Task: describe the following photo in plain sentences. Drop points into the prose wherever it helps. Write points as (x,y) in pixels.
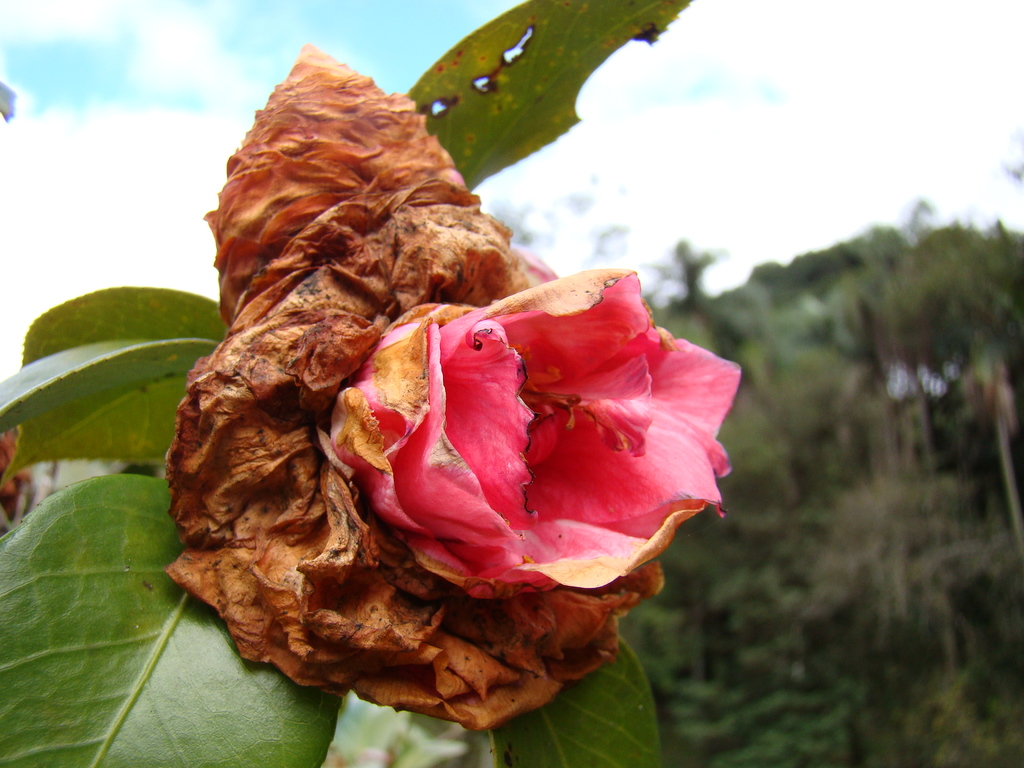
In this picture, there is a flower (559,303) to a plant (99,586). It is in pink in color. In the background (883,409) there are trees (700,258) and sky (244,85).
